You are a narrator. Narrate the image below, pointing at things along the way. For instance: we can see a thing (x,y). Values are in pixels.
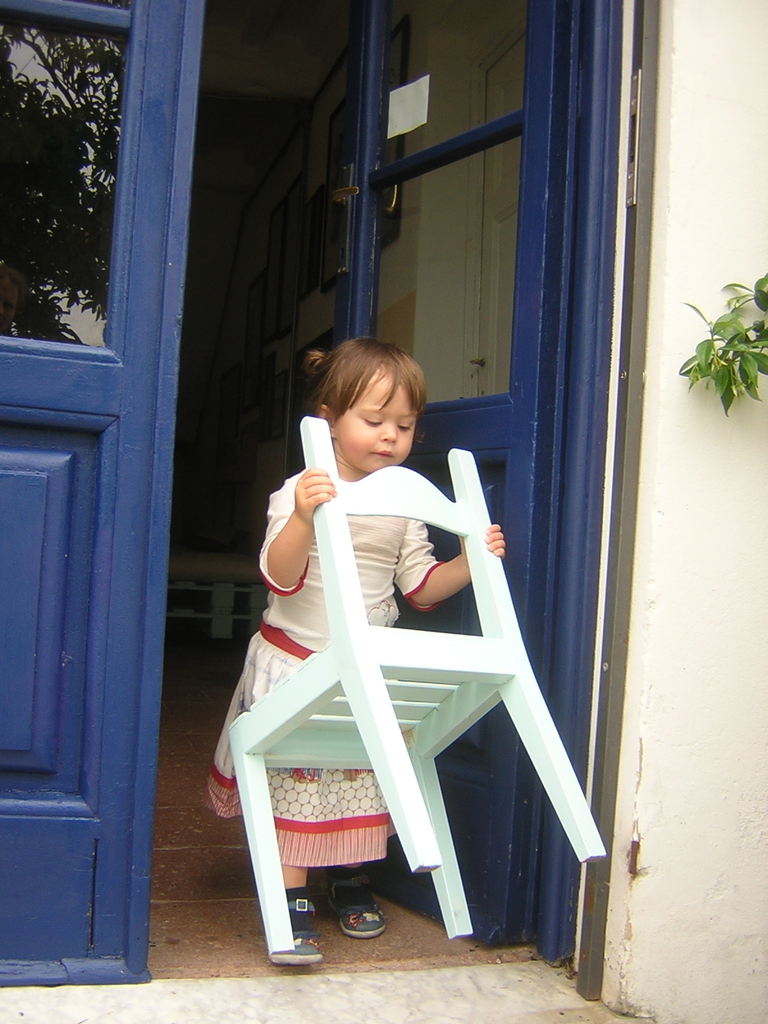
A small girl (293,600) is holding a chair (395,653). And there are doors (47,395). And there is a wall (699,292). A part of a branch (738,341) is visible. In the background (283,292) there are photo frames (266,291) on the wall (231,319).
